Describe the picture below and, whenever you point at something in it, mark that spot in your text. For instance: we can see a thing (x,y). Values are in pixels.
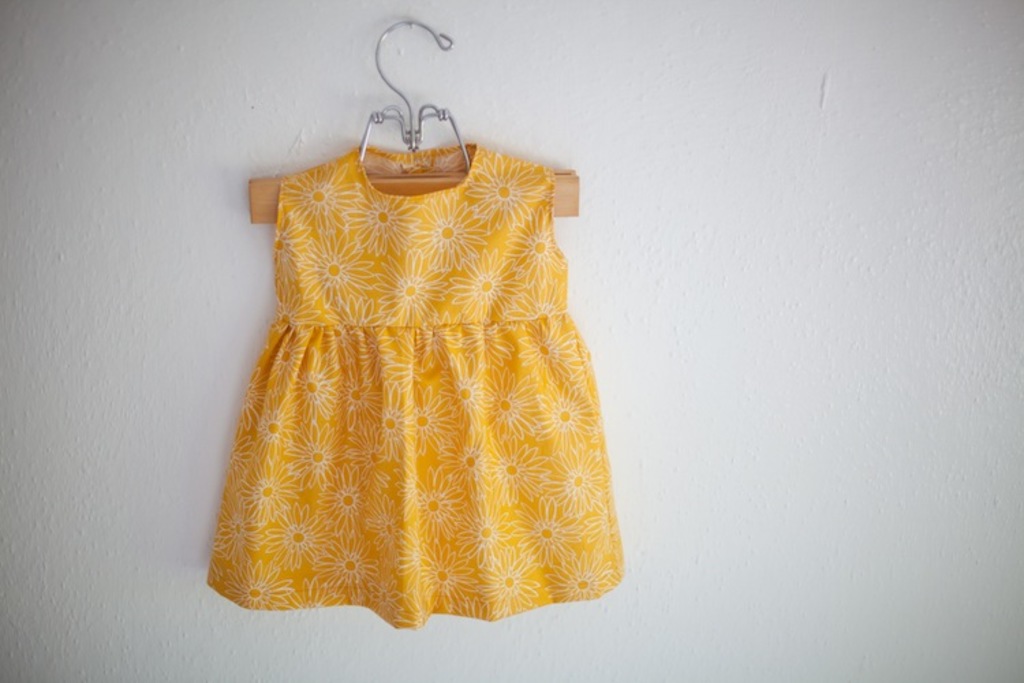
In this image we can see a frock (470,432) and a hanger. There is a wall (732,240) in the image.
